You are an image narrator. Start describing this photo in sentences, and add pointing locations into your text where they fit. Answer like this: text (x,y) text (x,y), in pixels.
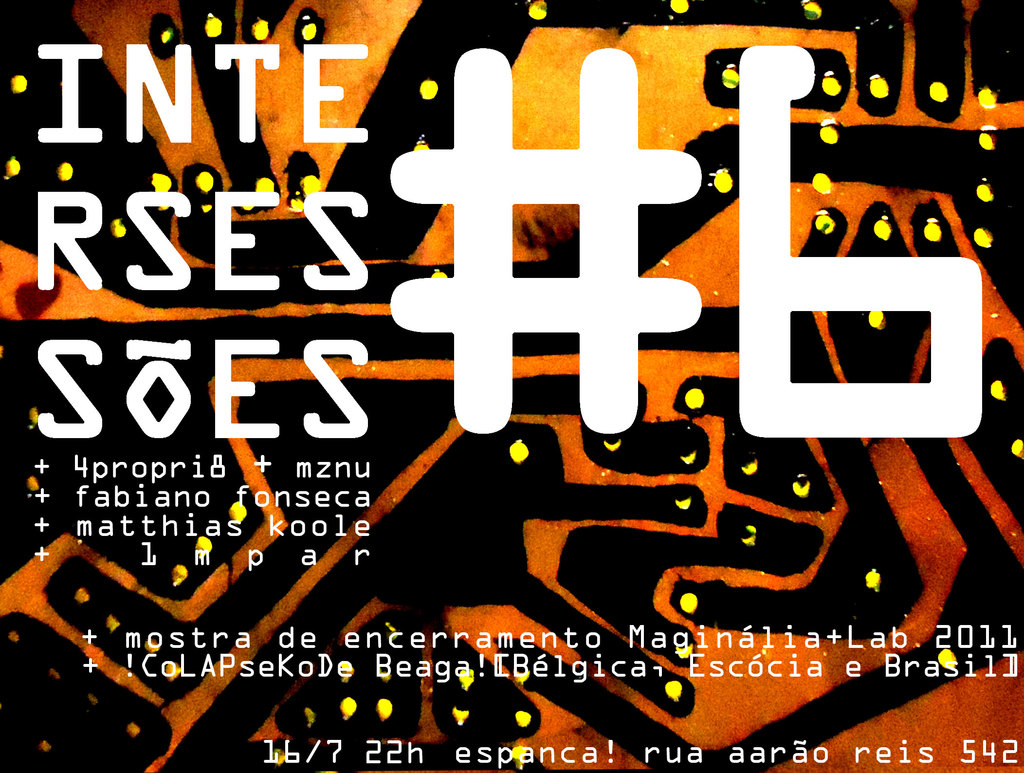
In the foreground of this poster, we can see special characters (618,276), digits (338,748) and some text (473,747).
